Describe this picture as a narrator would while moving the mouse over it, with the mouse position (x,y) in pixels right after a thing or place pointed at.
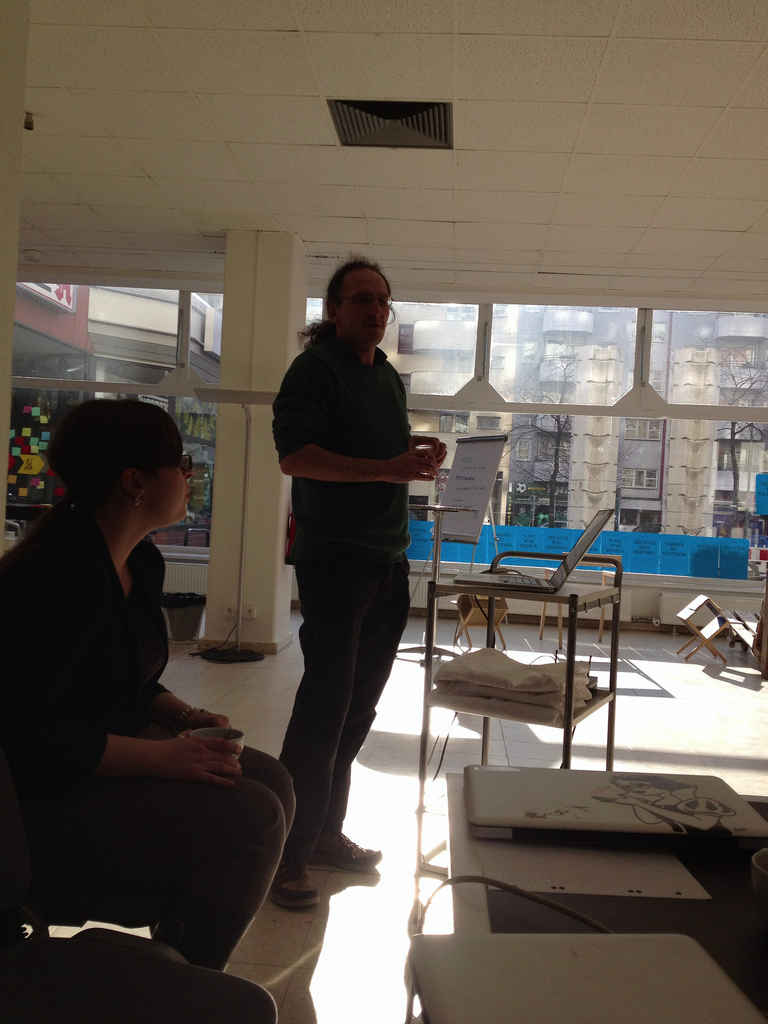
In this image I can see two people (326,693). One person (142,719) is sitting and one person (332,437) is standing. In front of them there is a laptop (565,573) on the table (572,611). At the back (616,445) there is a glass (638,438). From the glass (627,445) I can see a building (592,424) and trees (569,440).
